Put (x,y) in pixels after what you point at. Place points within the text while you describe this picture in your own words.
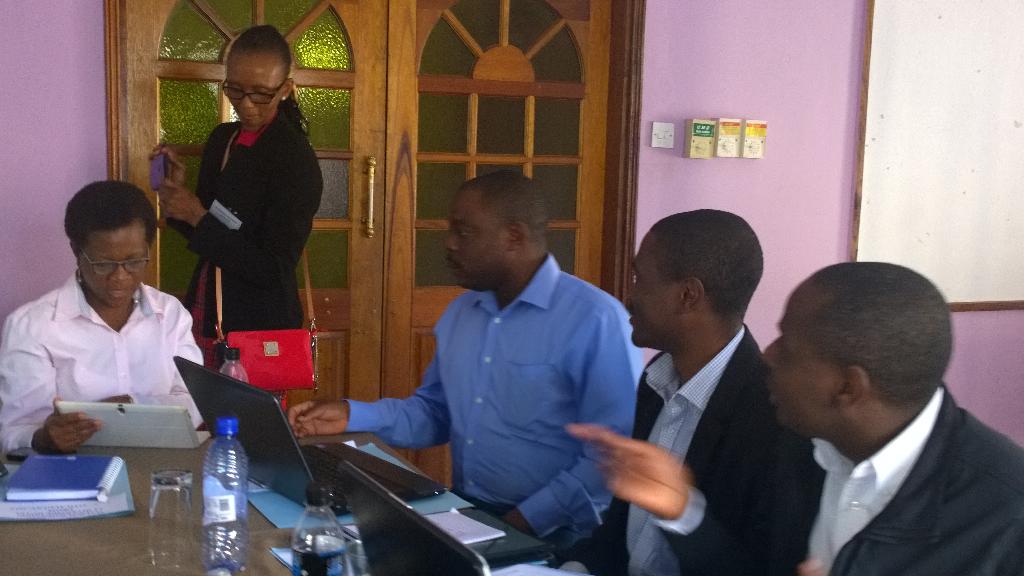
In this picture we can see laptops (255,444), bottles (229,451), papers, books (54,499), glass (176,475) and these all are placed on the table (193,529) and beside this table (334,440) we can see four people (470,436) sitting and a woman (237,70) wore a spectacle (269,92), blazer (272,152) and carrying a bag (316,361) and standing and in the background (369,101) we can see doors (498,52), board (972,92) on the wall (810,185) and some objects (695,150).
